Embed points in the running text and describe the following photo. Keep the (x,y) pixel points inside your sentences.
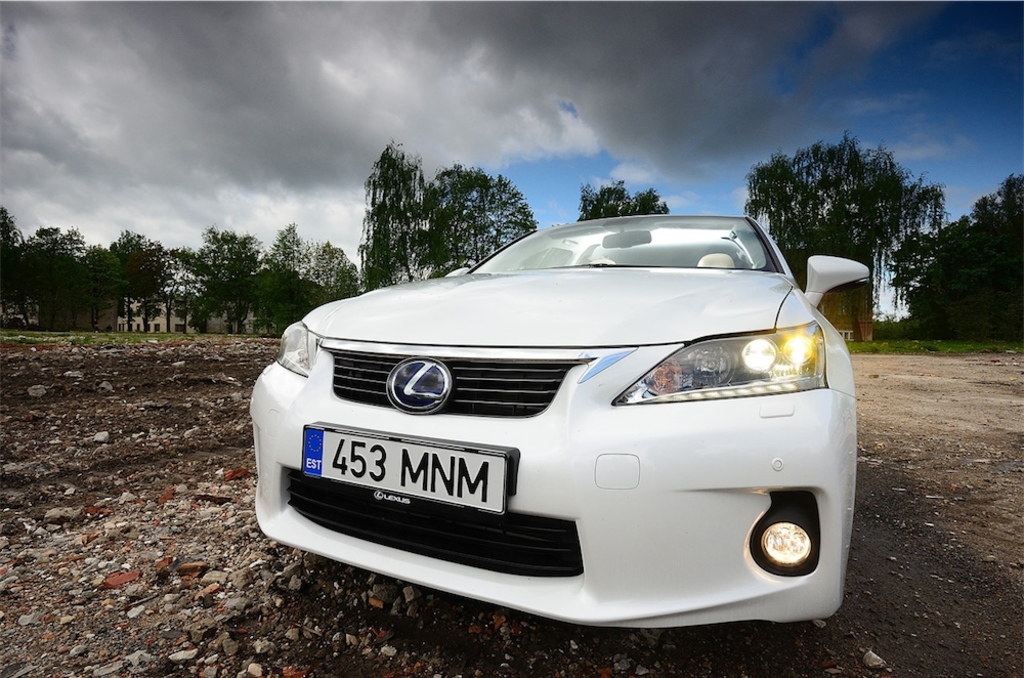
In this picture I can see a white color car (433,427) and I can see few trees (74,234) and buildings (155,326) in the back (347,252) and I can see blue cloudy sky (671,119) and few stones (60,659) on the ground (144,517).
